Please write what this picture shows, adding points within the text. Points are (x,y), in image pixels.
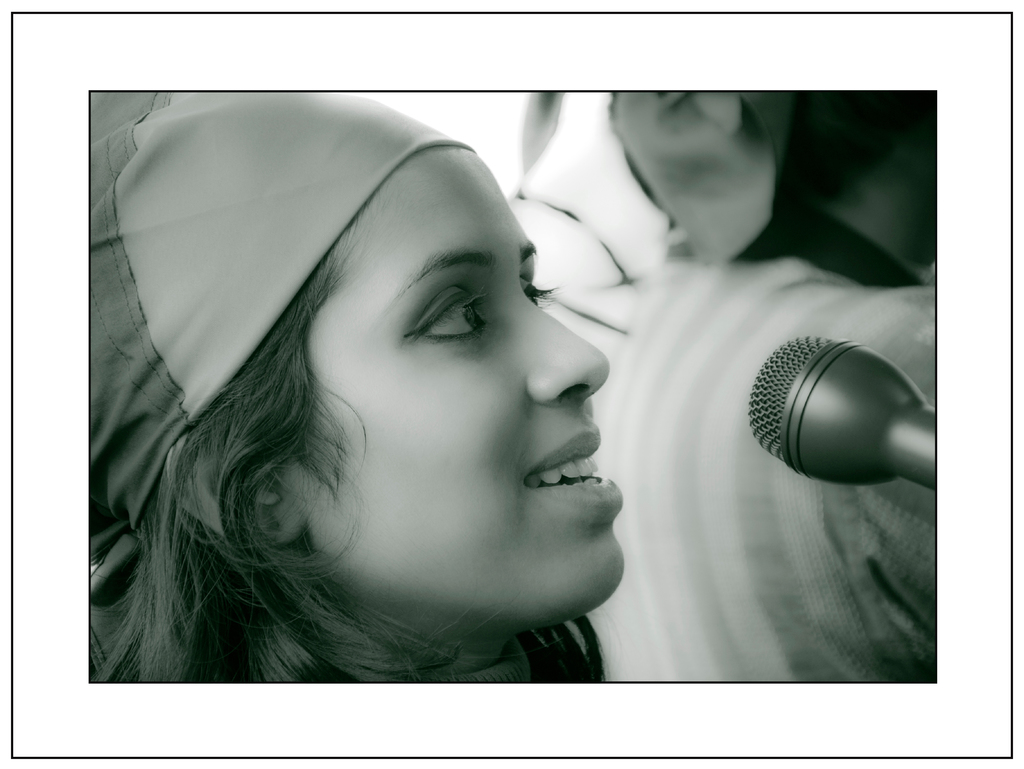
This is a black and white picture. Here we can see a person (418,424) in front of a mike (871,418).
